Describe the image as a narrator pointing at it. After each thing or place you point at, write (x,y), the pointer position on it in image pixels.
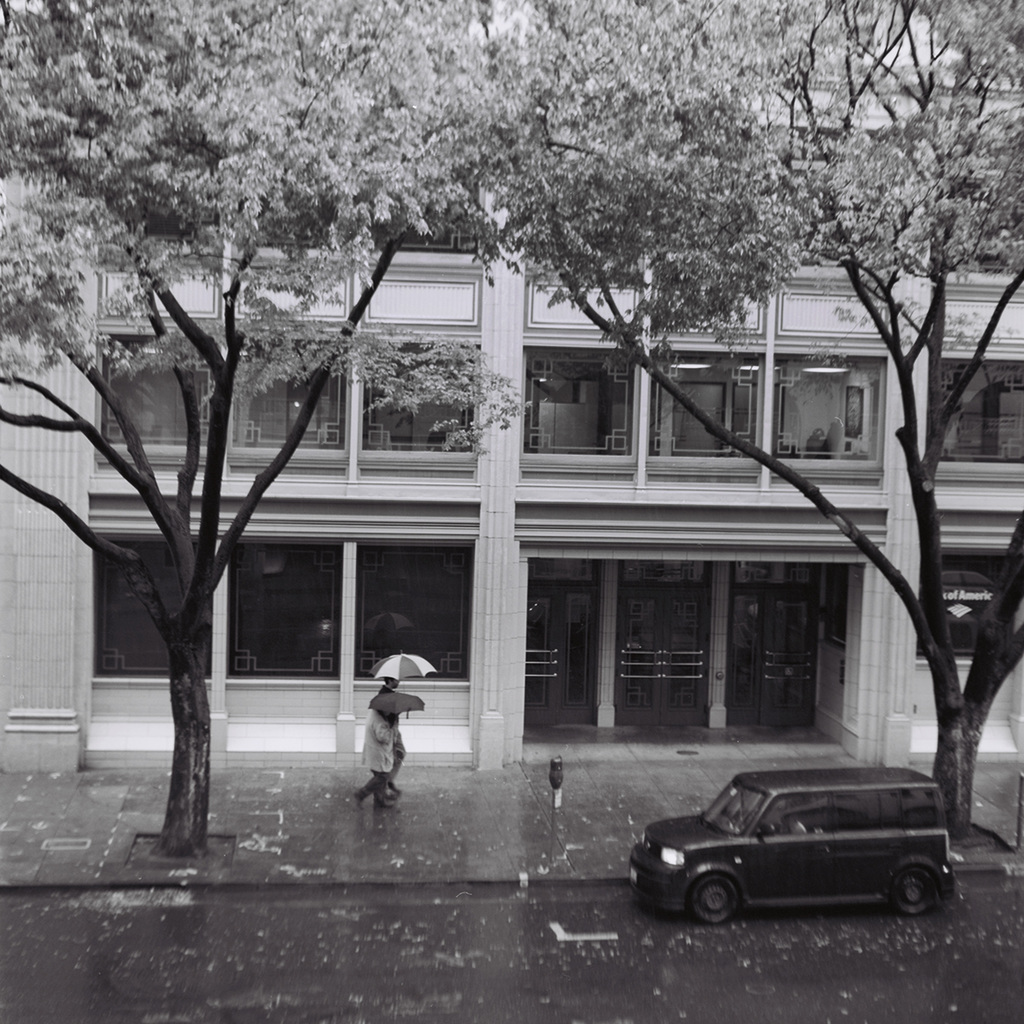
This is a black and white picture, in this image we can see the persons (398,730) walking and holding the umbrellas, there are trees (176,743) and a vehicle (715,867), in the background (858,581), we can see a building (891,674).
